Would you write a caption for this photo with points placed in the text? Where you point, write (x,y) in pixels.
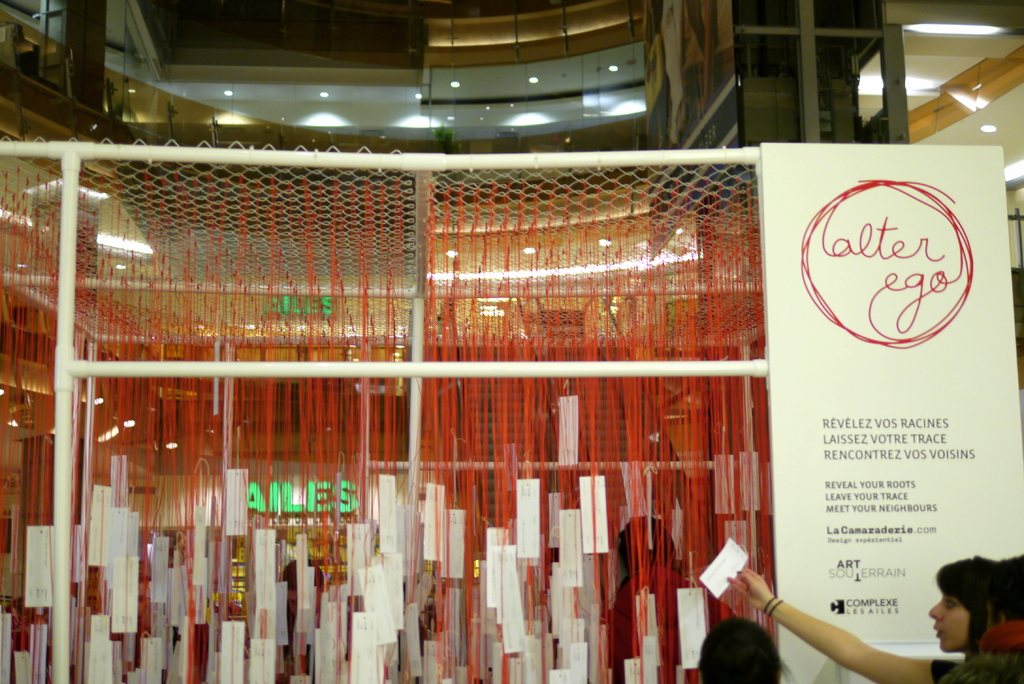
This picture describes about group of people (625,589), beside to the persons (756,652) we can see a hoarding (805,332), metal rods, net (300,260) and few papers (269,559), in the background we can find few lights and buildings (487,92).
